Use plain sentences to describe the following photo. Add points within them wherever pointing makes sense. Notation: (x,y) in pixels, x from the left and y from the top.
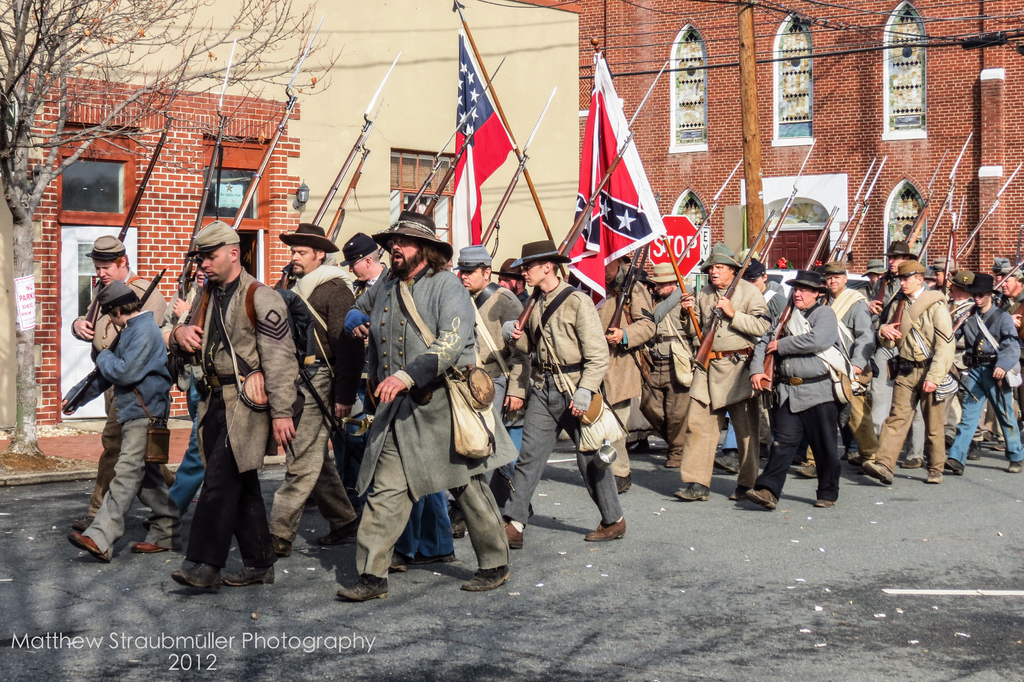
In the picture we can see many people (375,453) walking with costumes (929,305) they are holding guns (950,248) with knives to it and behind them, we can see building walls (881,1) with bricks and we can also see a tree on the path (48,482) which is dried.
